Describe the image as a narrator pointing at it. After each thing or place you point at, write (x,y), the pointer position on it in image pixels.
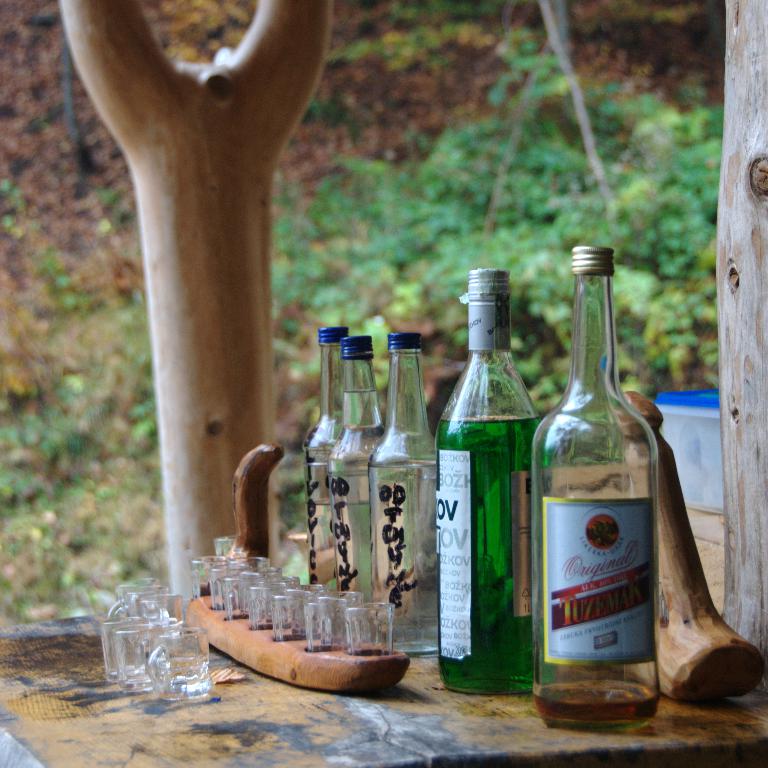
In this picture there are five bottles (469,503) on a wooden table (240,709). There are few glasses (363,613) on a wooden tray (292,651). some trees (448,239) in the background (614,212).
